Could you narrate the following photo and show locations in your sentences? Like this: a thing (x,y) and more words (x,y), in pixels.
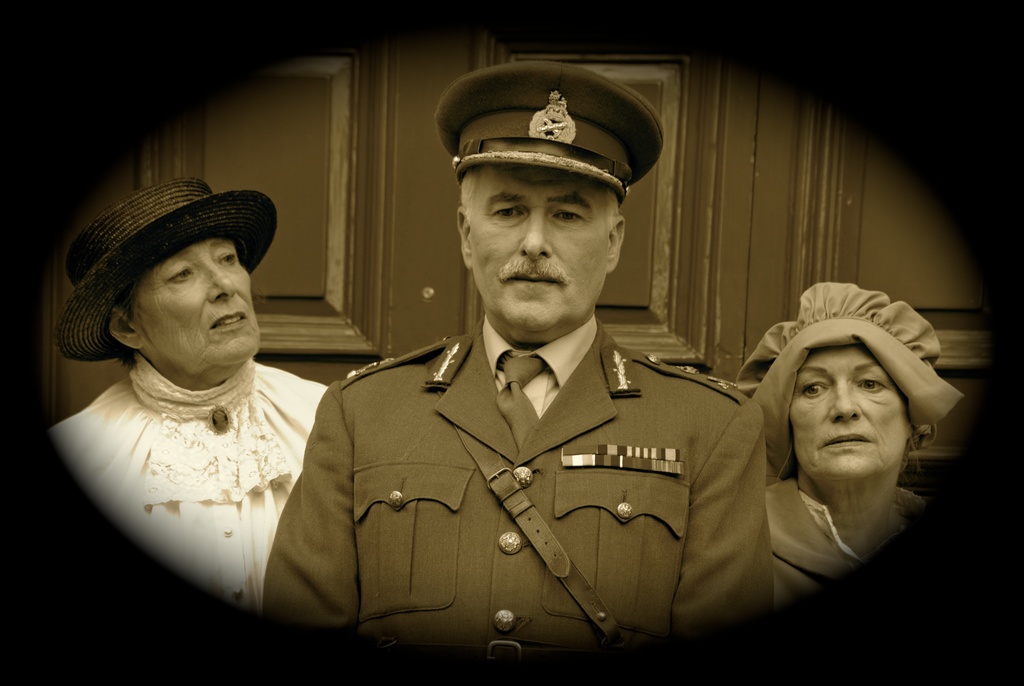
Here we can see a man (508,444) in the middle (433,399) and there are two women (157,285) to the either side of him and this is a door (332,222).
